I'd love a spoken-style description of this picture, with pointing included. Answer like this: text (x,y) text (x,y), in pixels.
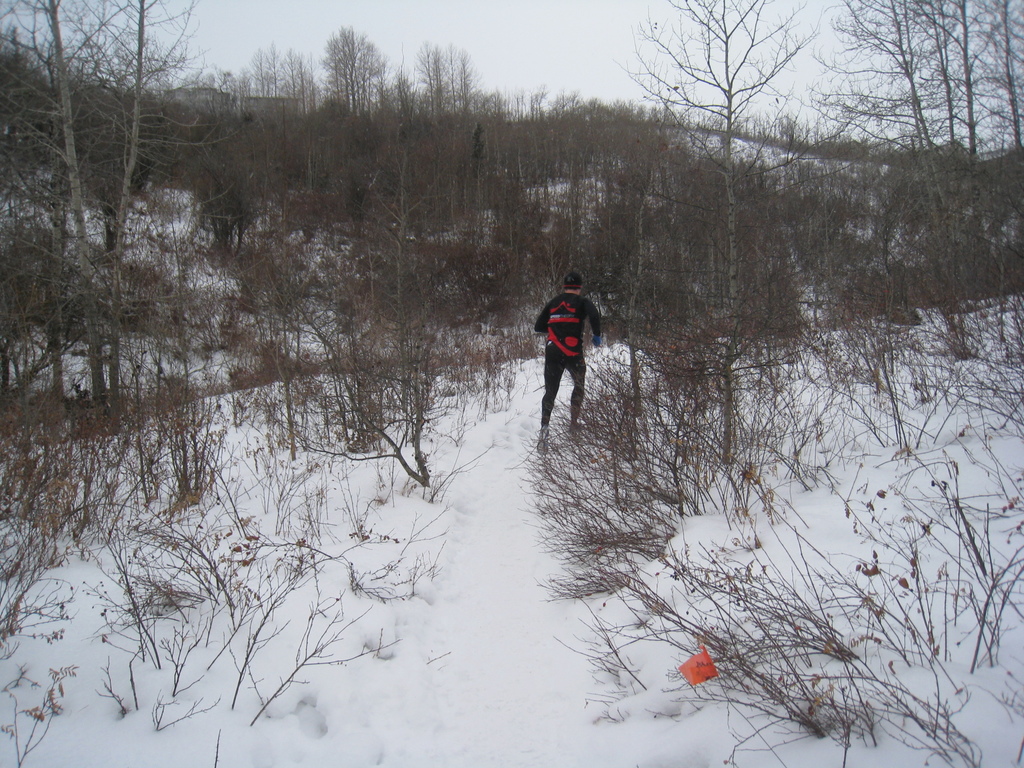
In this image I can see in the middle (531,442) a man (564,293) is running on the snow (521,526) and there are trees (589,254), at the top (573,77) it is the sky (565,67).
